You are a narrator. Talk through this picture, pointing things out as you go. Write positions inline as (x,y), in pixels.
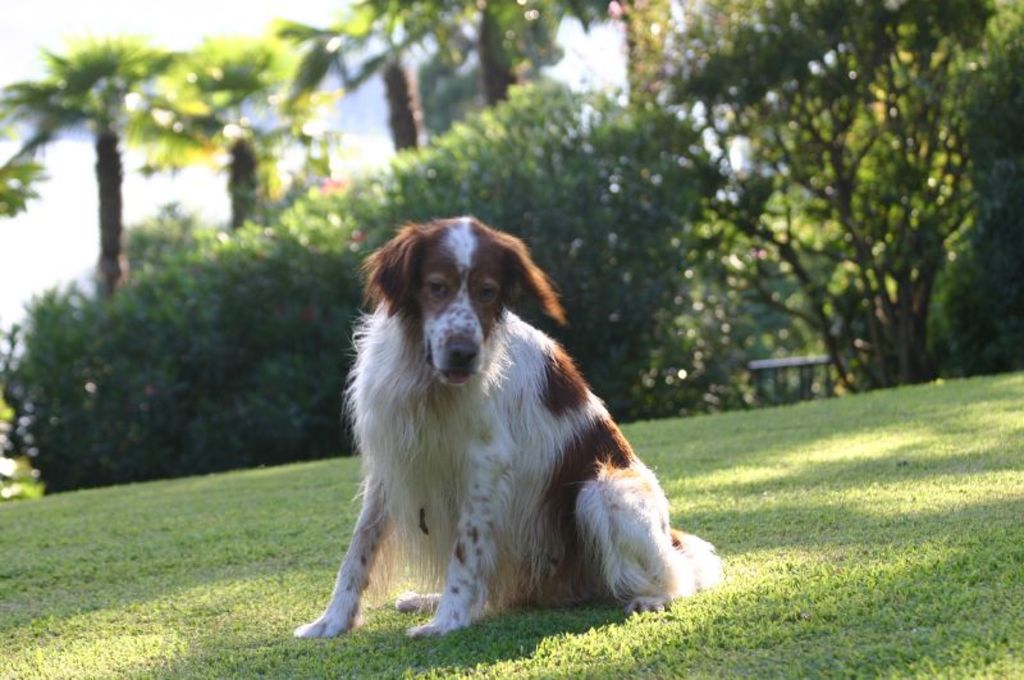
A dog (588,432) is sitting on the grass (746,491) on the ground (253,673). In the background (687,305) there are trees (759,295), plants (592,295), an object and clouds (44,262) in the sky (313,0).
